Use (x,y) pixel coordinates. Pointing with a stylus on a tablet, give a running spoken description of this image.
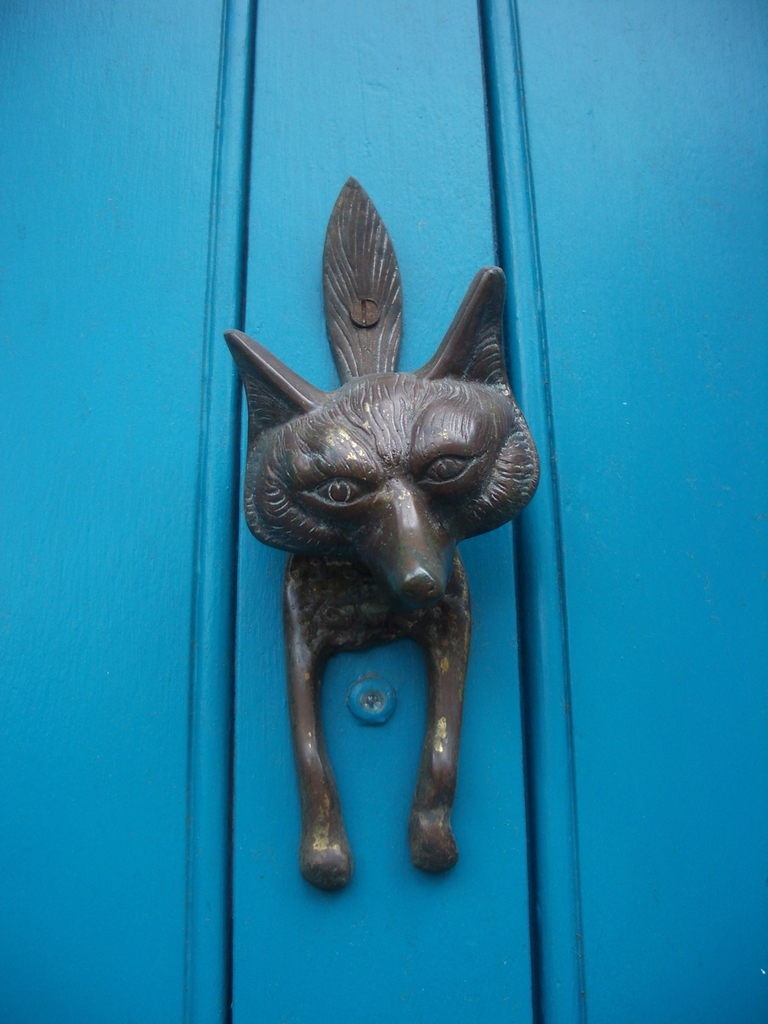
In this image in the center (362,420) there is a door knocker (363,547), and in the background (180,407) there is a door (167,561).
